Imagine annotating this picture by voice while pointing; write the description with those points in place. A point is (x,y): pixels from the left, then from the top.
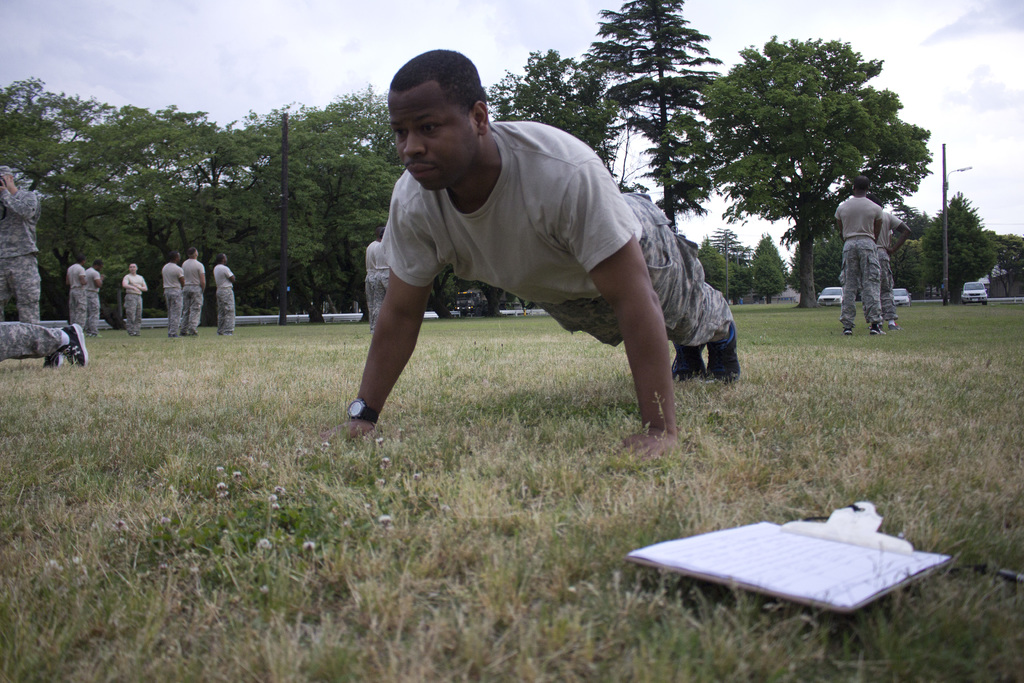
There is a person (446,142) doing an exercise. Here we can see few persons (20,223) on the ground (259,356). There are trees (767,157), poles (283,261), vehicles (968,288), grass (494,487), and a book (823,572). In the background (804,16) there is sky (1004,168).
